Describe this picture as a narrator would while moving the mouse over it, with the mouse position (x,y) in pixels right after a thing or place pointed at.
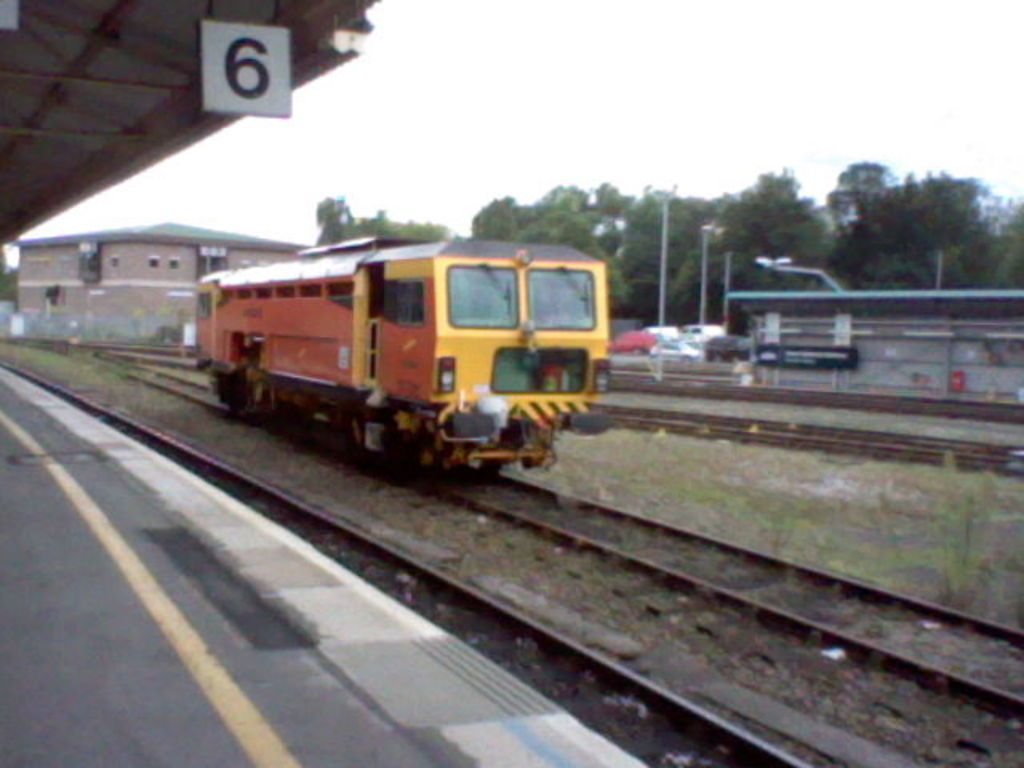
On the left side of the image (151,595) there is a platform (268,647). Beside the platform (479,659) on the ground (652,552) there are train tracks (603,665) with an engine (388,317). Behind that there is a roof (977,307) with few objects (841,357). In the background (107,271) there is a building (149,270), trees (684,232), poles (660,304) and also there are vehicles (710,329). In the top left corner of the image (79,102) there is a roof (78,73) and a number (258,111).
